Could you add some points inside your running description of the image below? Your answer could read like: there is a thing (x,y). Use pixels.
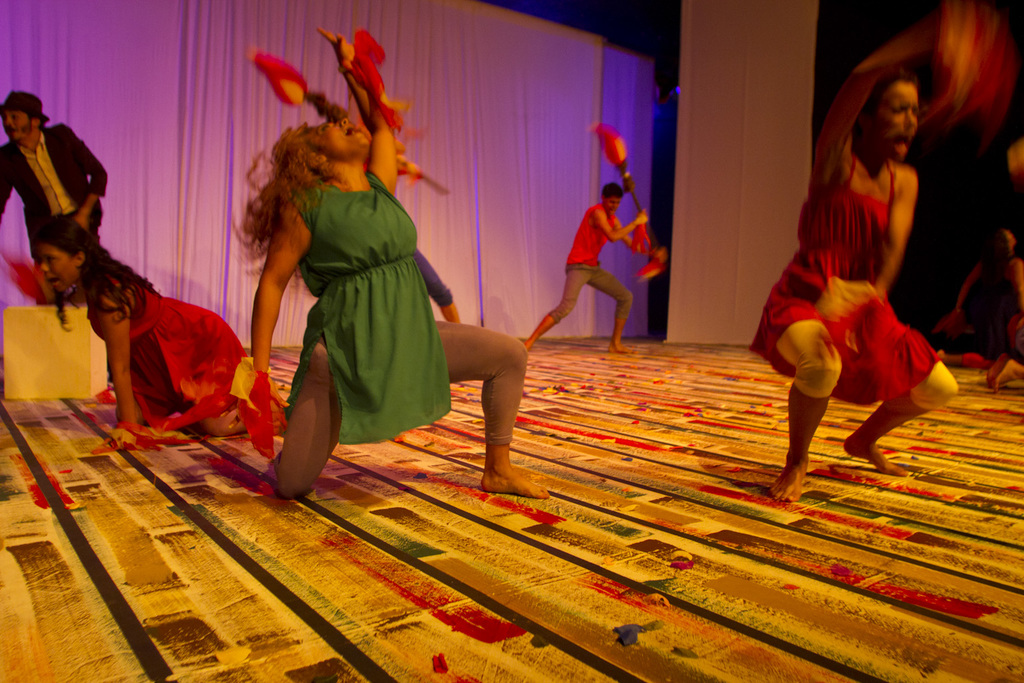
In this picture we can see a group of people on a wooden platform (598,483), some people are holding decorative objects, here we can see a box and in the background (192,95) we can see a wall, curtain (213,268).
